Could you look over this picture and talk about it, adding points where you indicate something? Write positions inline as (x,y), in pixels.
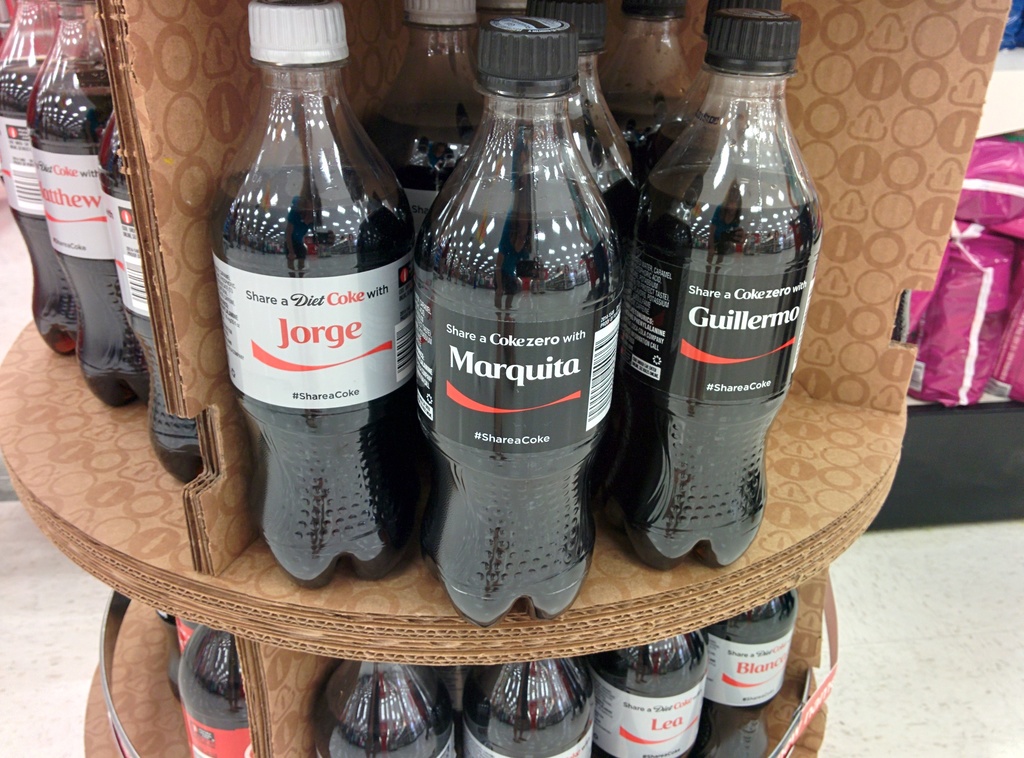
In this image there are bottles (333,338) with different labels (525,357) on the table (763,571). At the back (970,306) there are some products (983,274).
